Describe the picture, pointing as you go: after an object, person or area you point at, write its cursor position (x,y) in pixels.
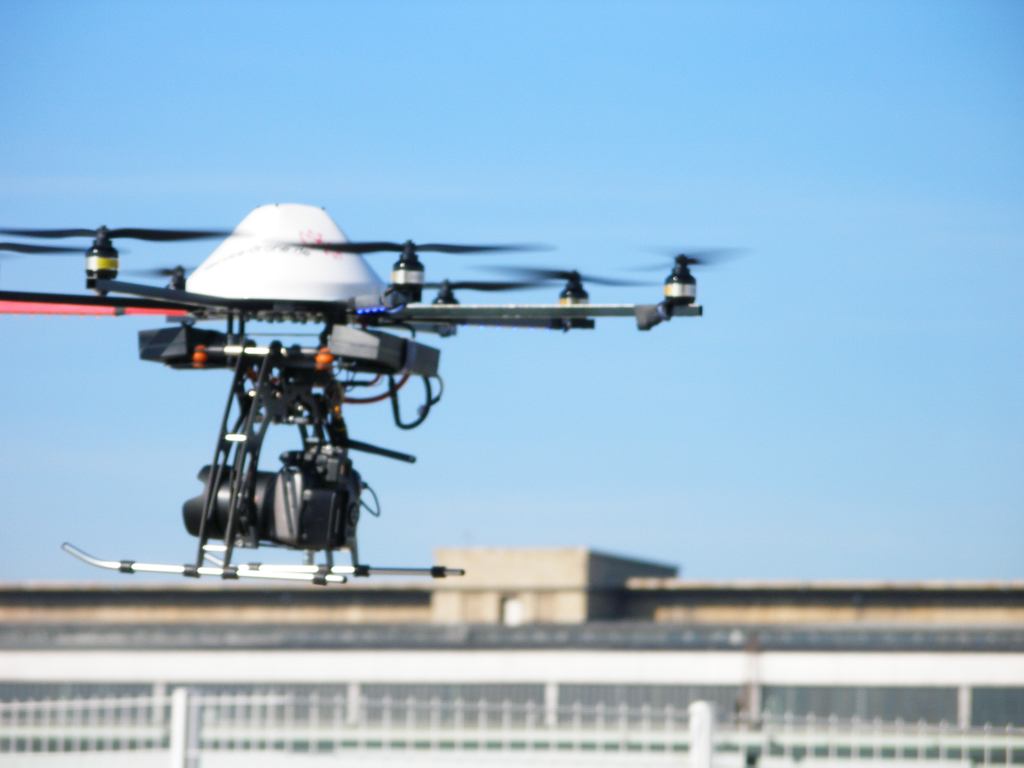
In this picture we can see a drone (331,363) in the air (185,561), fence (692,762), some objects (632,616) and in the background (517,93) we can see the sky (637,93).
